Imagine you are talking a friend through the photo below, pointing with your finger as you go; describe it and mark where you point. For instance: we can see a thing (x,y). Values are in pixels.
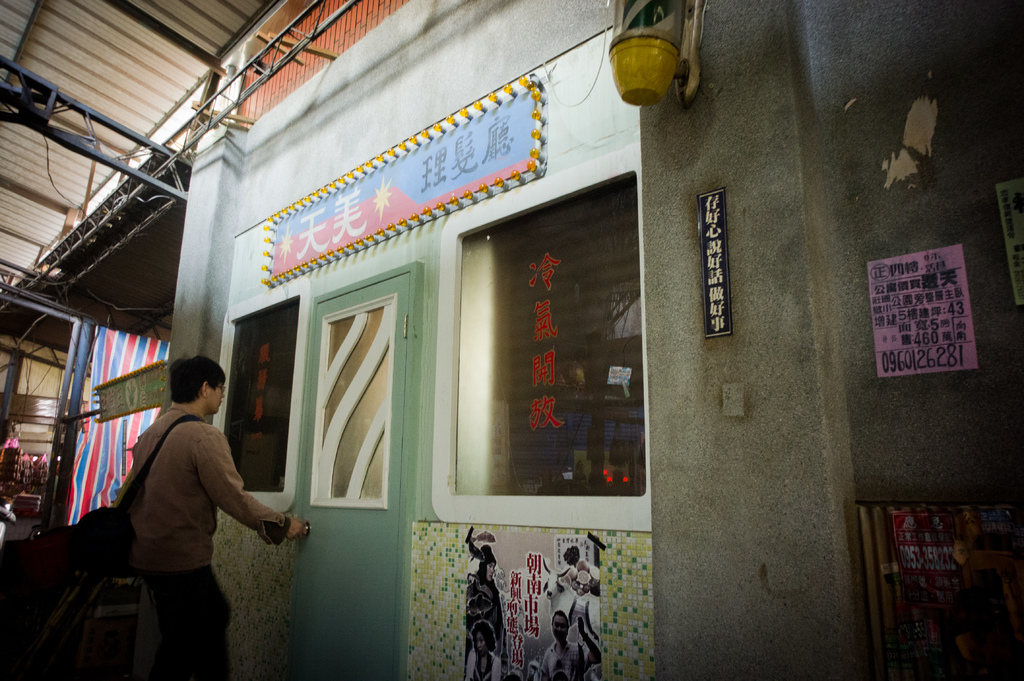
In this image there is a person (191,477) with black bag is holding a door (311,532). There are poster (528,639) attached to the wall (831,272). Windows (619,337) are also visible. There is a board (425,206) with lighting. Poles (80,338) and roof top (164,69) is also visible.
